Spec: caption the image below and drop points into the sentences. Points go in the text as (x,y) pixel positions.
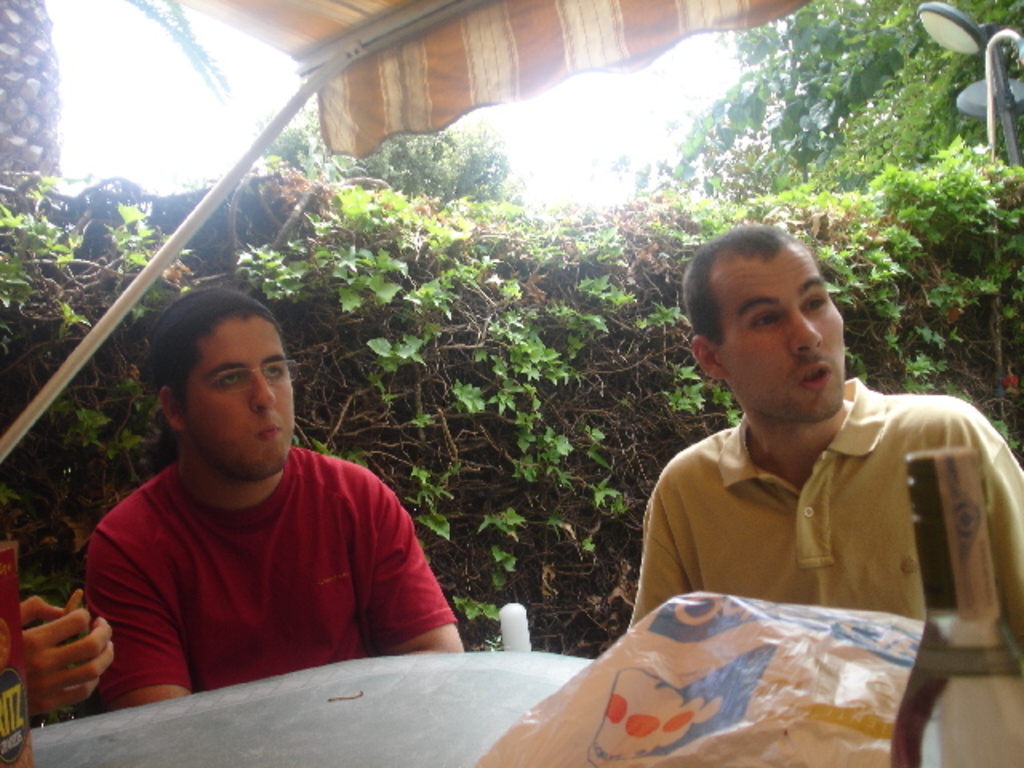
In this image we can see the people (844,440) sitting in front of the table (399,703) and under the tent (313,64). On the table (312,734) we can see a box (27,739), cover (697,628) and a bottle (957,620). In the background (523,342) we can see the plants (859,240), trees (883,34), light pole (984,45) and also the sky (611,118).
